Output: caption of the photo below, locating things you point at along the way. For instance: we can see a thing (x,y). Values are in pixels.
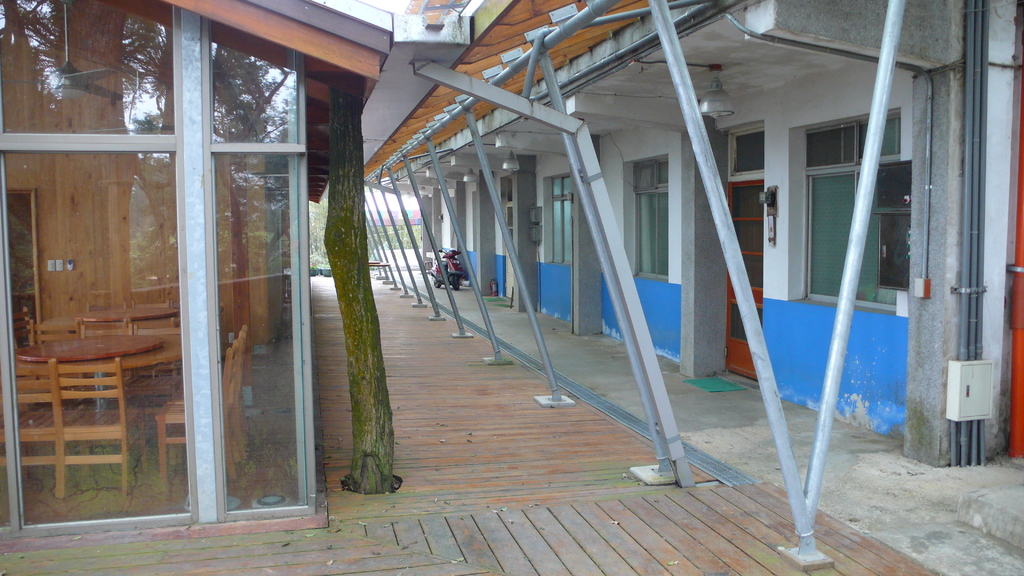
On the left of the image (144,362) there are tables (78,345) and chairs (87,371) and a ceiling fan (65,45) in a glass room (140,202), beside the glass room (309,248) there is a tree (352,285), on the right side of the image (729,304) there are doors (729,304) and windows (838,265) of a building (645,240), in front of them on the corridor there is a bike (454,264) parked and there are metal poles (467,263) on the corridor (666,367), in the corner of the image there are pipes (974,209) and electrical box (958,377) on the wall (948,139).
